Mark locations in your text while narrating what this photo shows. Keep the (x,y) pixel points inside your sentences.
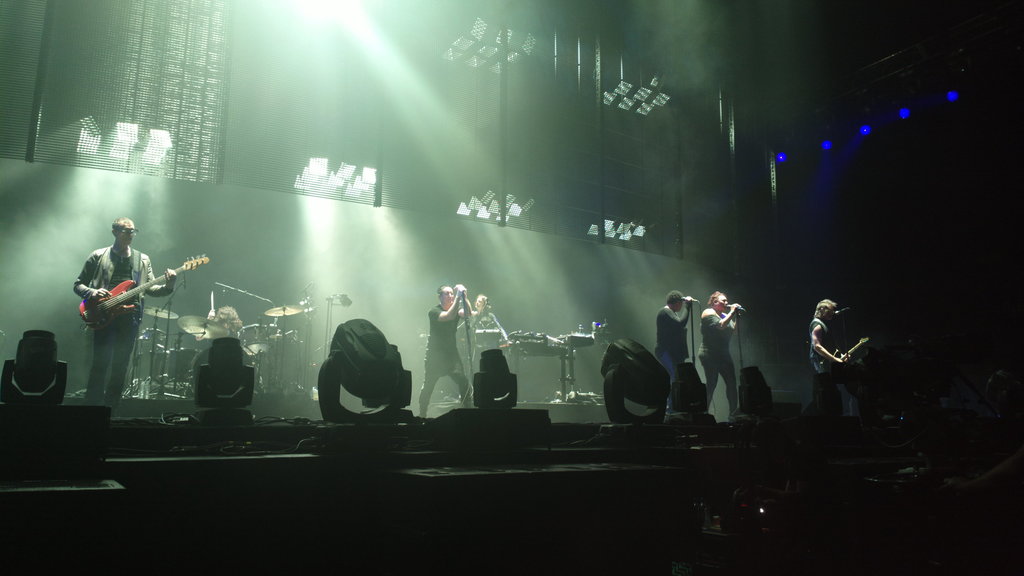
On this stage (511,426) persons (445,325) are singing in-front of mic (461,288) and playing musical instruments (197,328). On top (864,136) there are focusing lights (823,146).
